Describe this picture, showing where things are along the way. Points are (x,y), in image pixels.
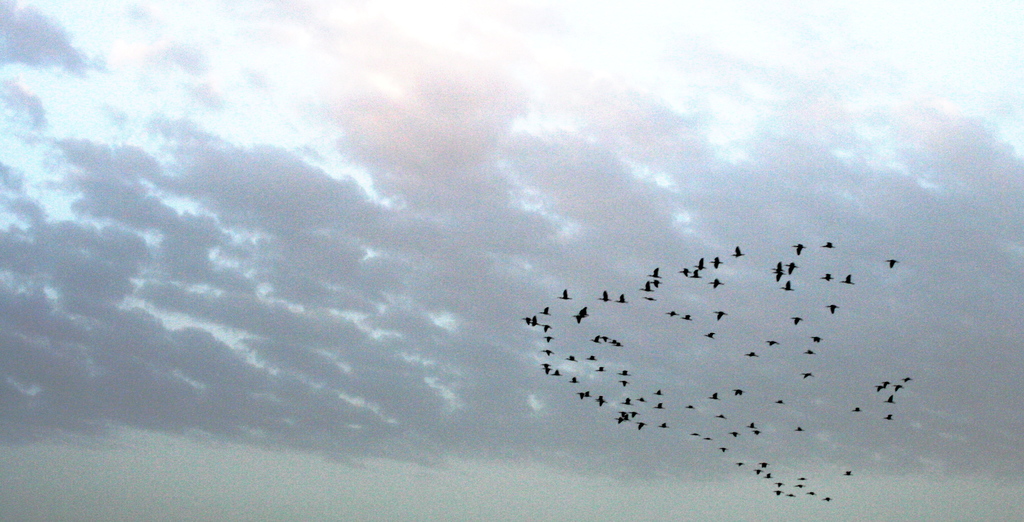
In the center of the image (445,236) we can see the sky (72,165), clouds (332,257) and many birds (573,359) are flying. And we can see birds (658,394) are in black color.
